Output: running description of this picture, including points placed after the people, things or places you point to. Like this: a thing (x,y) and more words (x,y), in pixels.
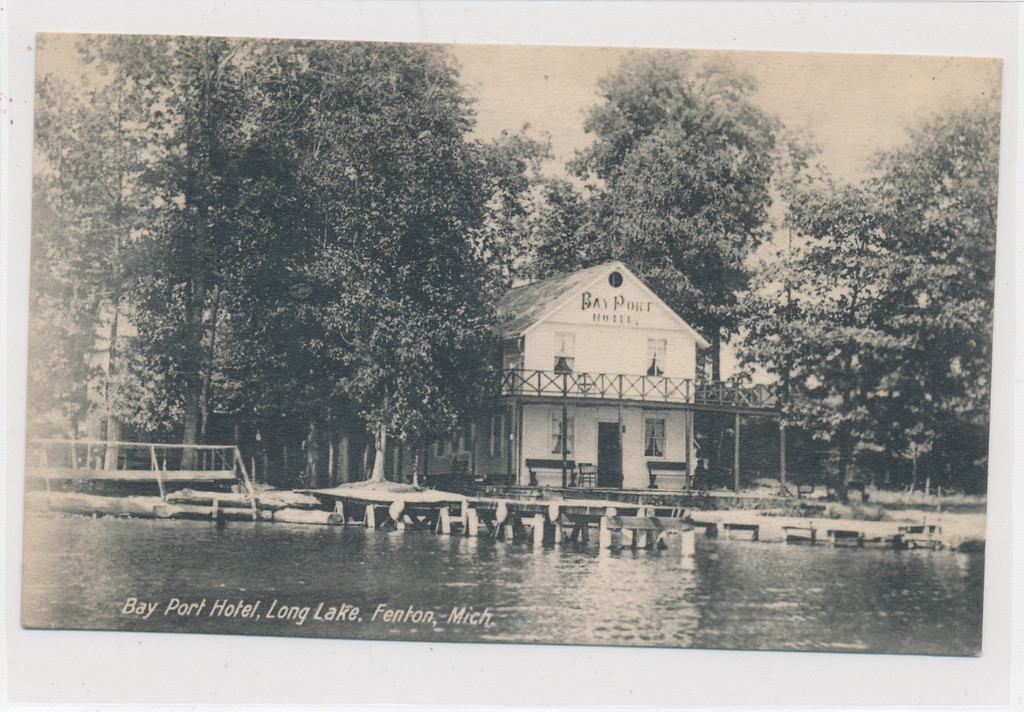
This is a black and white picture, there is a home (585,338) in the middle (560,326) with trees (338,323) on either side of it with a pond (397,590) in the front of it.
